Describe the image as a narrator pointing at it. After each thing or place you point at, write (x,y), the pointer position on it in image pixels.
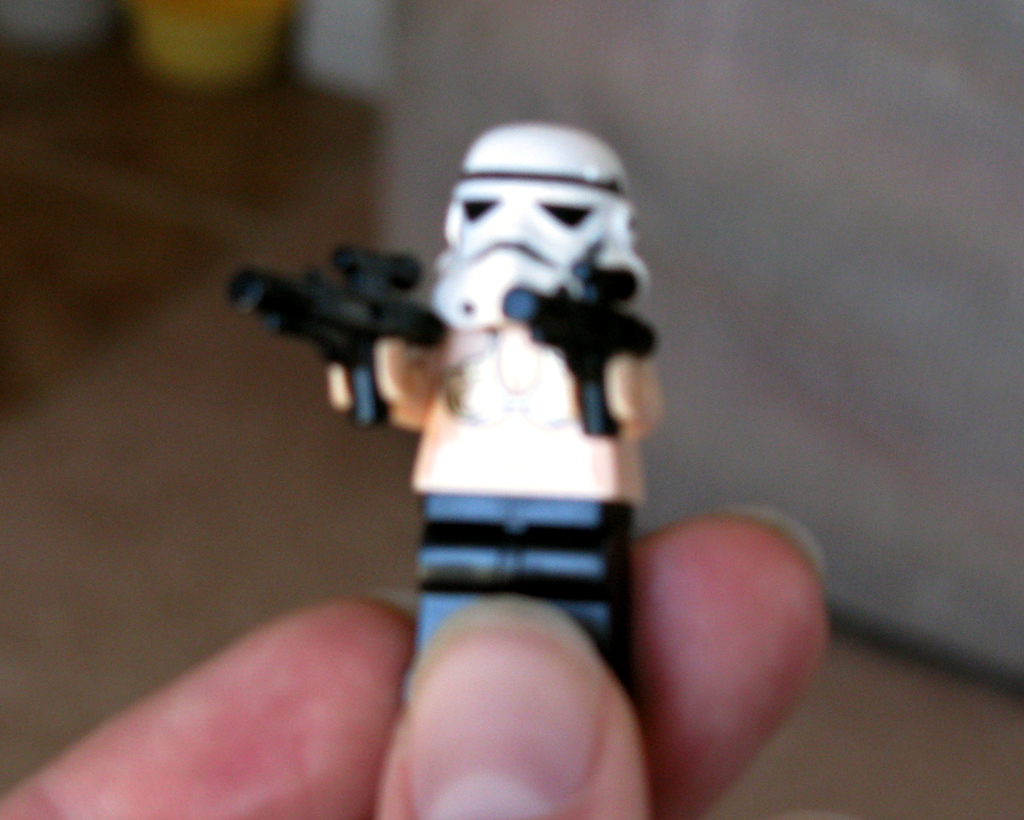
There is a small toy (438,338) in the center of the image (485,377) in a hand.
